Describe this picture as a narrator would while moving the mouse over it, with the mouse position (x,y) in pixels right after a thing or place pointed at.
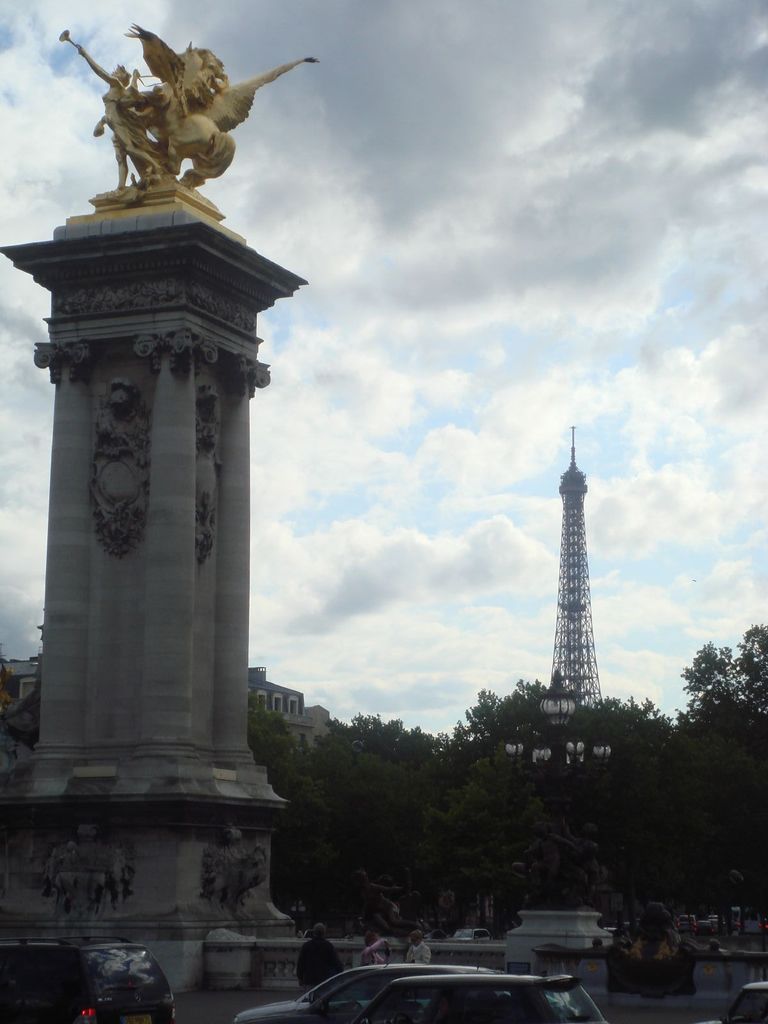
In this picture we can see a statue (119,171) on the pillar (134,454). In front of the pillar (170,549), there are vehicles (137,958) and some people (370,955) on the road (239,1009). On the right side of the pillar (177,798), those are looking like statues (520,864) and lights (550,756). Behind the pillar (170,518) there are trees (516,819), a building (314,716), a tower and the cloudy sky (449,271).
